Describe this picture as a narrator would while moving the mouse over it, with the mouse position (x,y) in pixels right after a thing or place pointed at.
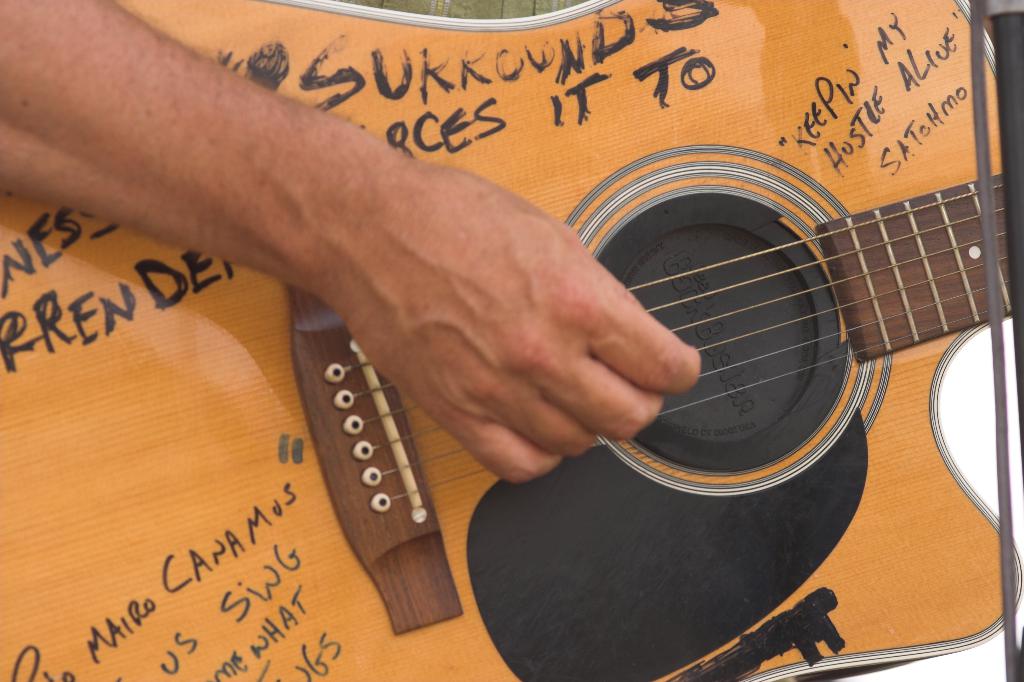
There is a guitar (683,283) and a hand (544,369) is on the strings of the guitar (9,539).
